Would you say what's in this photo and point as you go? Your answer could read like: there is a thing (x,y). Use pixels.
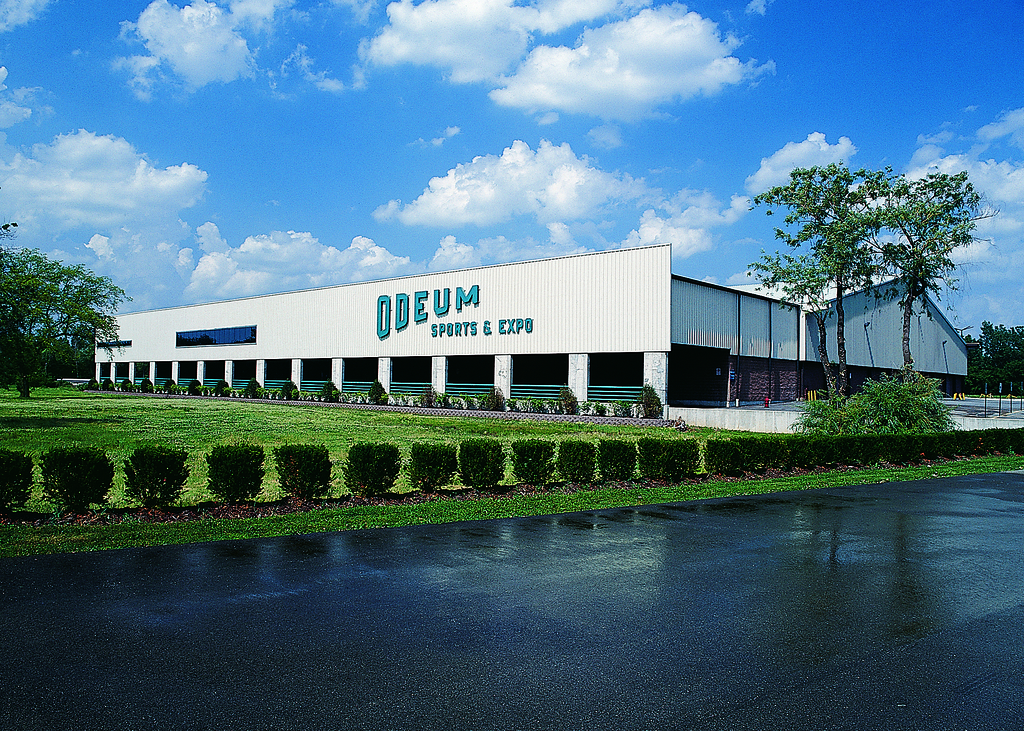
This image is taken outdoors. At the bottom of the image (475,639) there is a road (313,599). At the top of the image (791,73) there is a sky (135,196) with clouds (119,172). In the middle of the image (529,485) there is a ground (114,468) with grass (189,462), a few plants (442,476) and trees (67,308) on it and there is a building (411,380) with walls (757,384), pillars (227,379), doors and a roof (774,299) and there is a text (421,304) on the wall (325,332).
